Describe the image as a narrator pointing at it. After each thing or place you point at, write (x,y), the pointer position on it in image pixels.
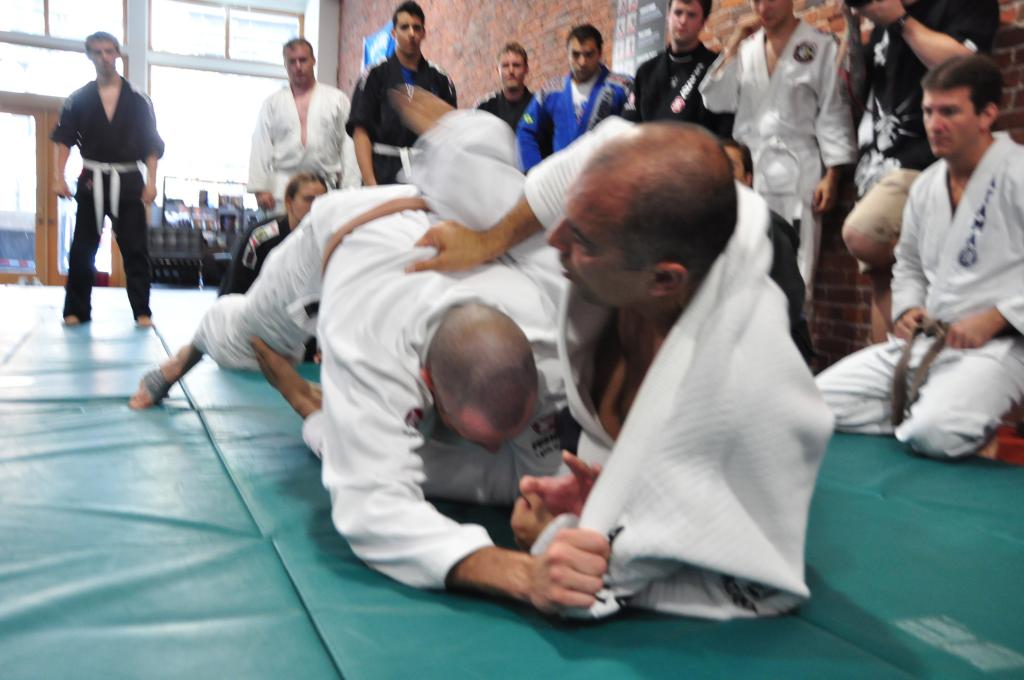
In the picture we can see a floor (857,563) with a green color mat (880,567) on it, we can see two people (624,194) are fighting and they are in a martial arts dresses (459,151) and behind them, we can see some people (389,176) are standing and watching them and they are also in a martial arts dresses (278,176) and behind them we can see a wall (530,57) and some part of the wall (315,42) is glass (174,102) and a glass door (23,190) with a wooden frame (17,101).
